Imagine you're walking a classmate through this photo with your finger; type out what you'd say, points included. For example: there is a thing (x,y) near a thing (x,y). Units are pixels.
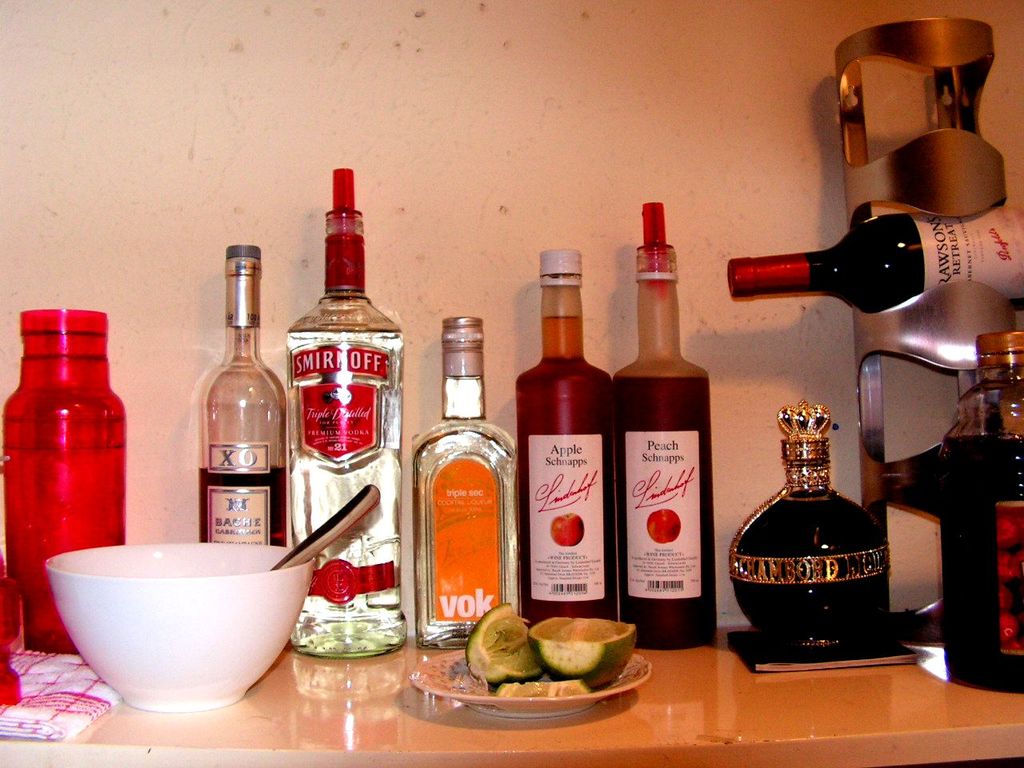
In this image has a few bottles (13,542) and a bowl (147,691) in which a spoon (350,513) is there. A plate (634,661) which has some fruits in it and a bottle holding stand (994,184) in which bottle (733,269) is kept and left side (20,666) there is a cloth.
